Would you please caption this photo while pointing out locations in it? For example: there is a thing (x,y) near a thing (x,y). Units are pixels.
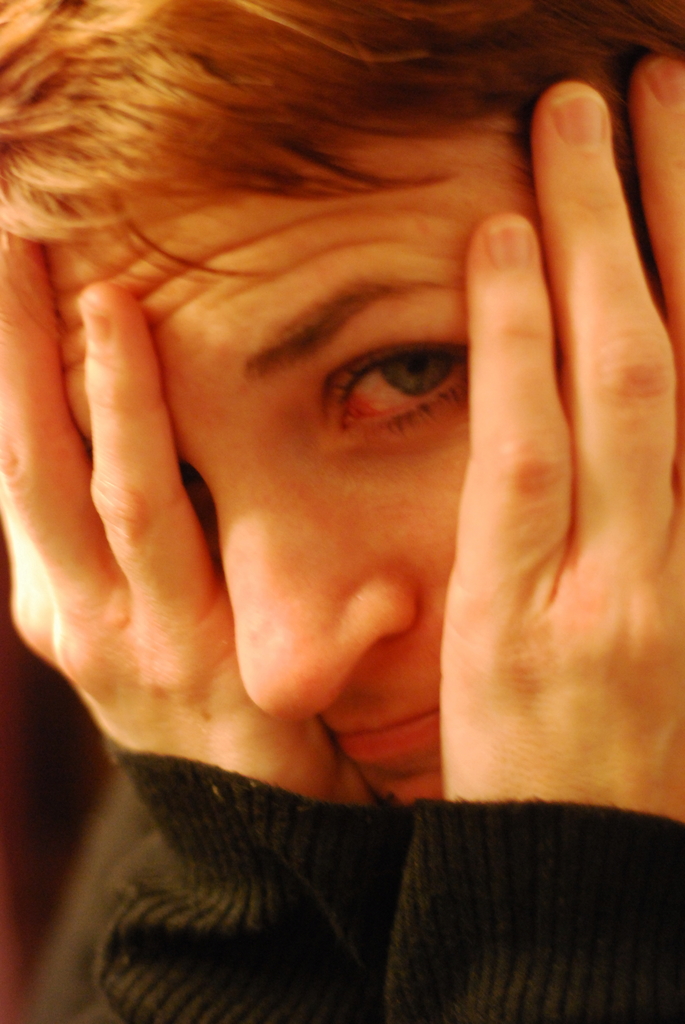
In this image I can see a person (339,892) wearing black t shirt (355,910) and covering his face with his hands (609,728).
